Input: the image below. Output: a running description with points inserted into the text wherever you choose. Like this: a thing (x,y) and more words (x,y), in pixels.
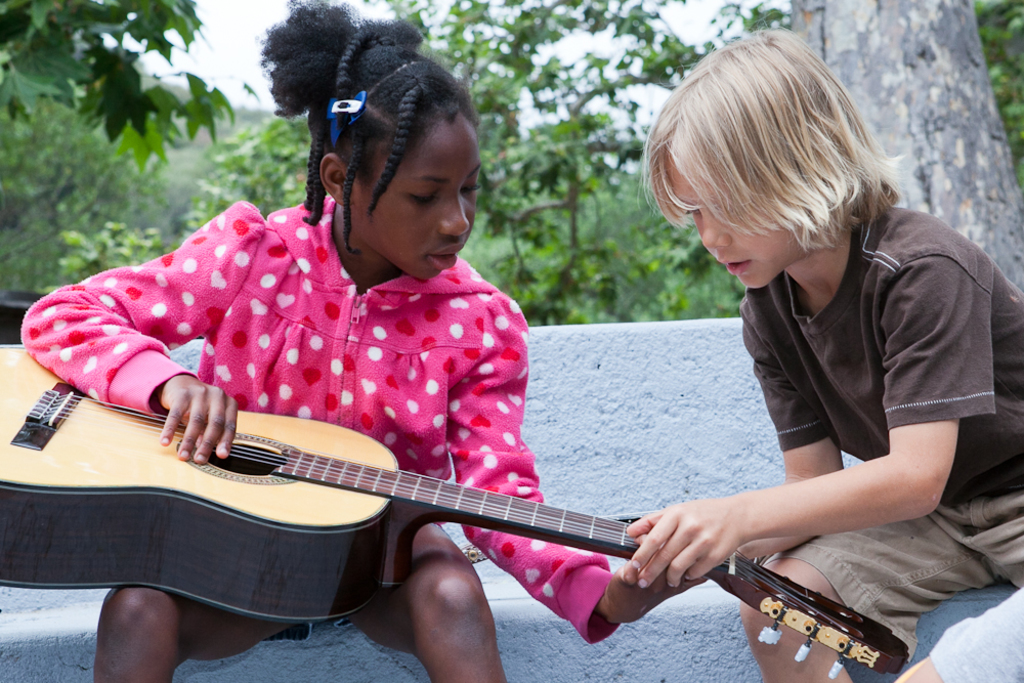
This picture is of outside. On the right (840,252) there is a boy (904,251) wearing brown color t-shirt (972,326), holding a guitar (631,545). and sitting. On the left (298,234) there is a girl (360,289) wearing pink color jacket (302,343), holding a guitar (290,488) and sitting. In the background (739,29) we can see the sky (686,16), some trees (492,29) and a trunk (967,113) of a tree (980,159).
